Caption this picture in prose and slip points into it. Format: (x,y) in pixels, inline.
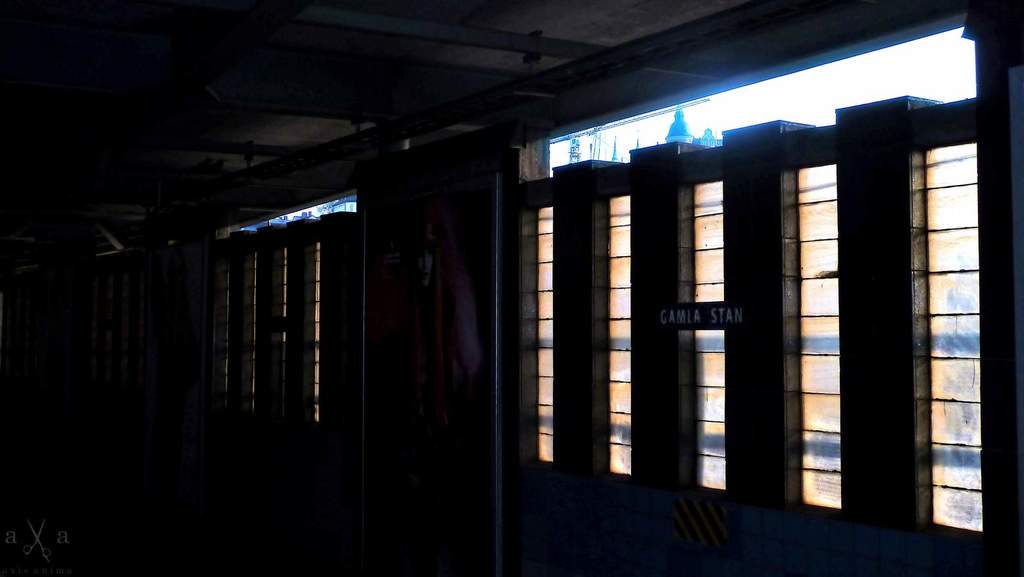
This is a picture taken in a room (624,339). On the right (956,409) there are windows (812,370). The background (100,285) is dark. At the top (135,105) there is ceiling (384,54). Outside the window (640,132) there towers (678,137) and buildings (305,216).
